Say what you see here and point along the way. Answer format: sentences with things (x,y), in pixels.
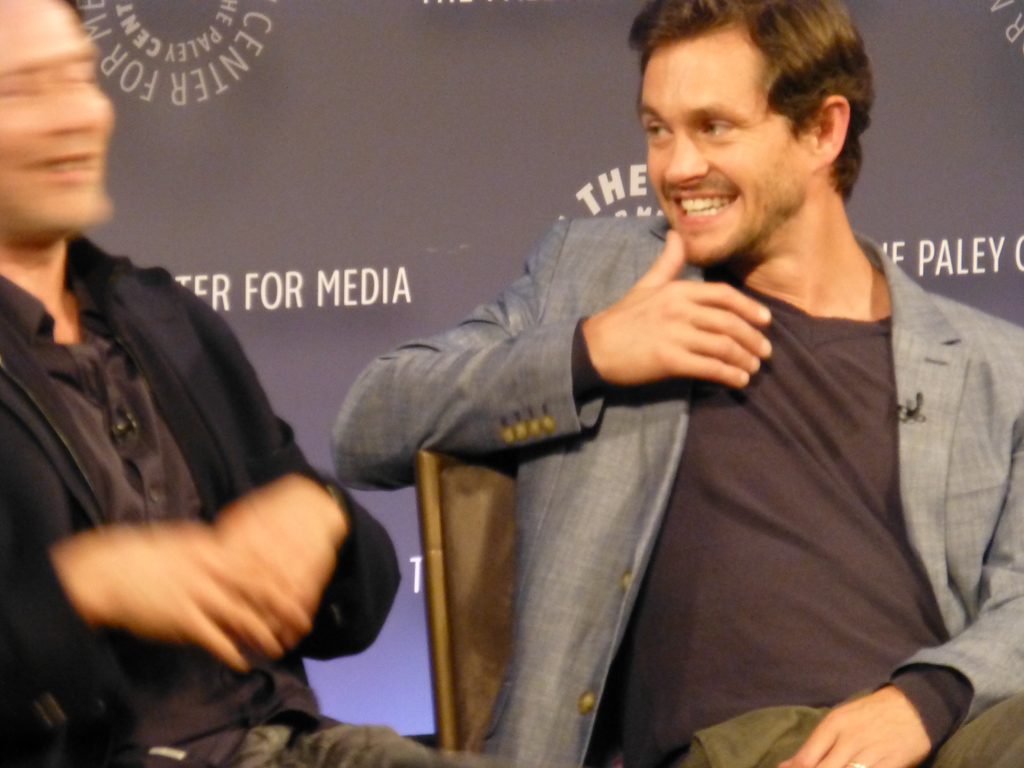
In the picture we can see two men (400,735) are sitting on the chairs (477,729) and one man (39,86) is wearing a black hoodie (3,685) with shirt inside and one man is wearing blazer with brown T-shirt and in the background (290,336) we can see a wall (352,721) with some advertisements (272,281).
